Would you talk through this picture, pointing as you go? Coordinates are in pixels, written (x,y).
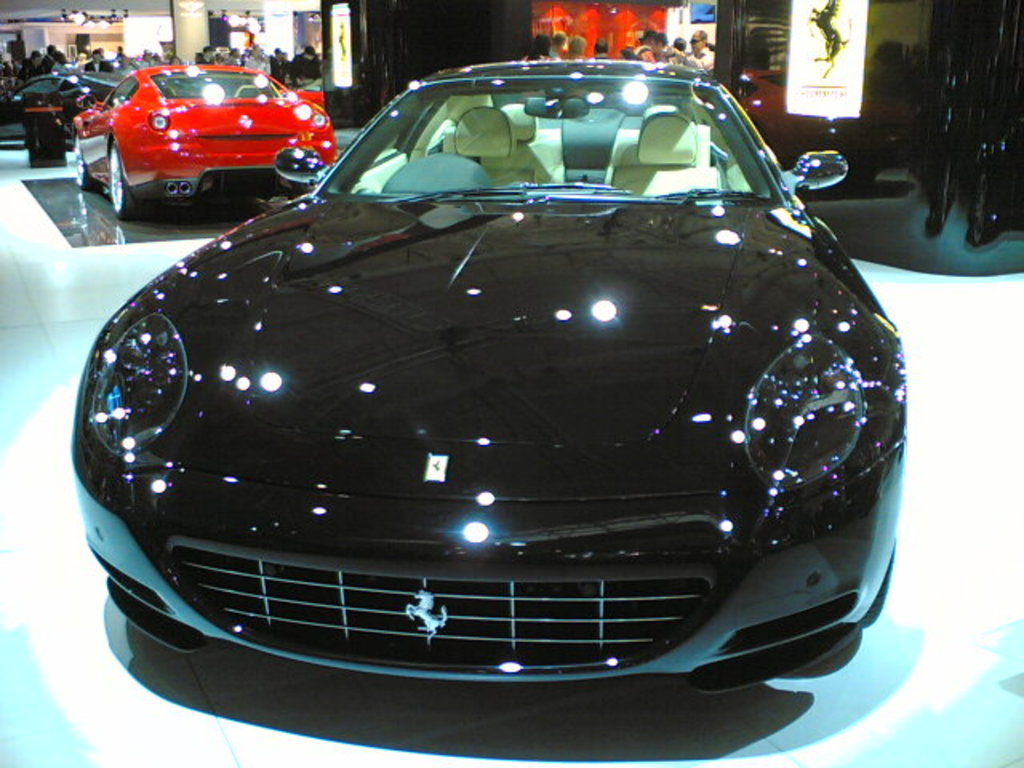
In this picture I can see cars (391,369) on the floor (220,217). The car (494,370) in the front (533,355) is black in color. Here I can see a red color car (224,109). In the background (703,53) I can see people (645,35) are standing and some logos (818,80) on the wall (874,133).
